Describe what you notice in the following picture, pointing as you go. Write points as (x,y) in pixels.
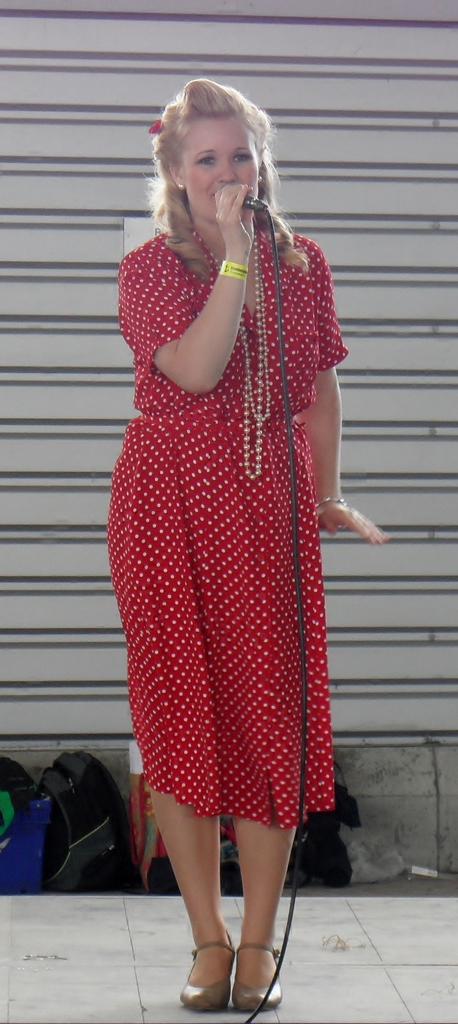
This woman (189,314) wore red dress (212,273) and holding a mic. These are bags (92,823).
